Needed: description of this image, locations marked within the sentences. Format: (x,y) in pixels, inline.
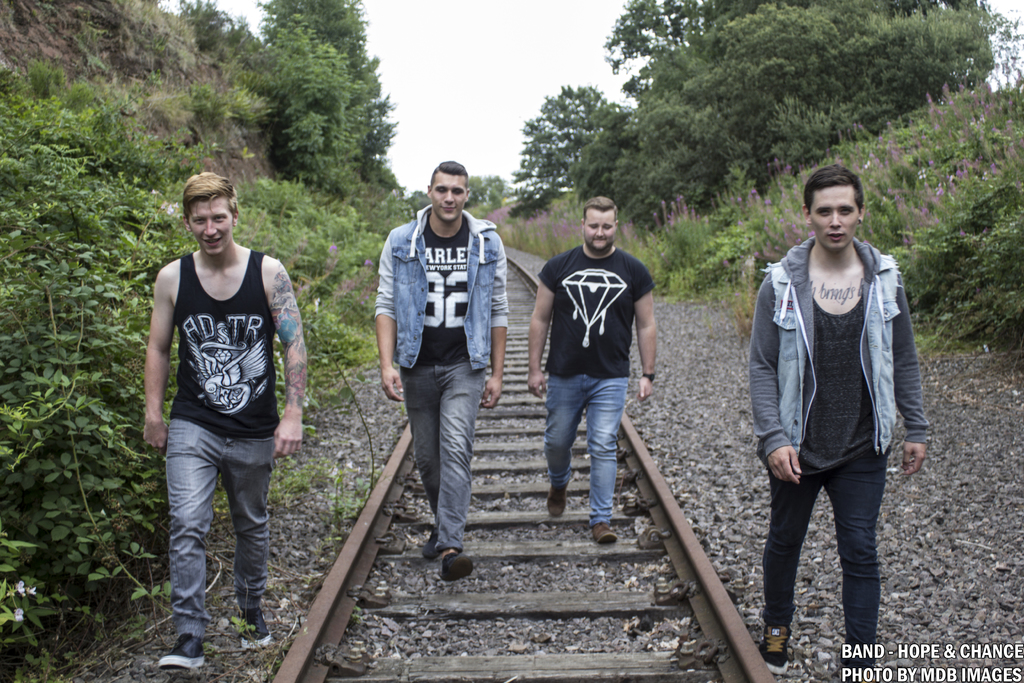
In this image there are four men (471,347) walking on the tracks (407,495) and stones (654,385), at the bottom of the image (879,659) there is text (965,653), behind them there are plants (897,152) and trees (556,128).
